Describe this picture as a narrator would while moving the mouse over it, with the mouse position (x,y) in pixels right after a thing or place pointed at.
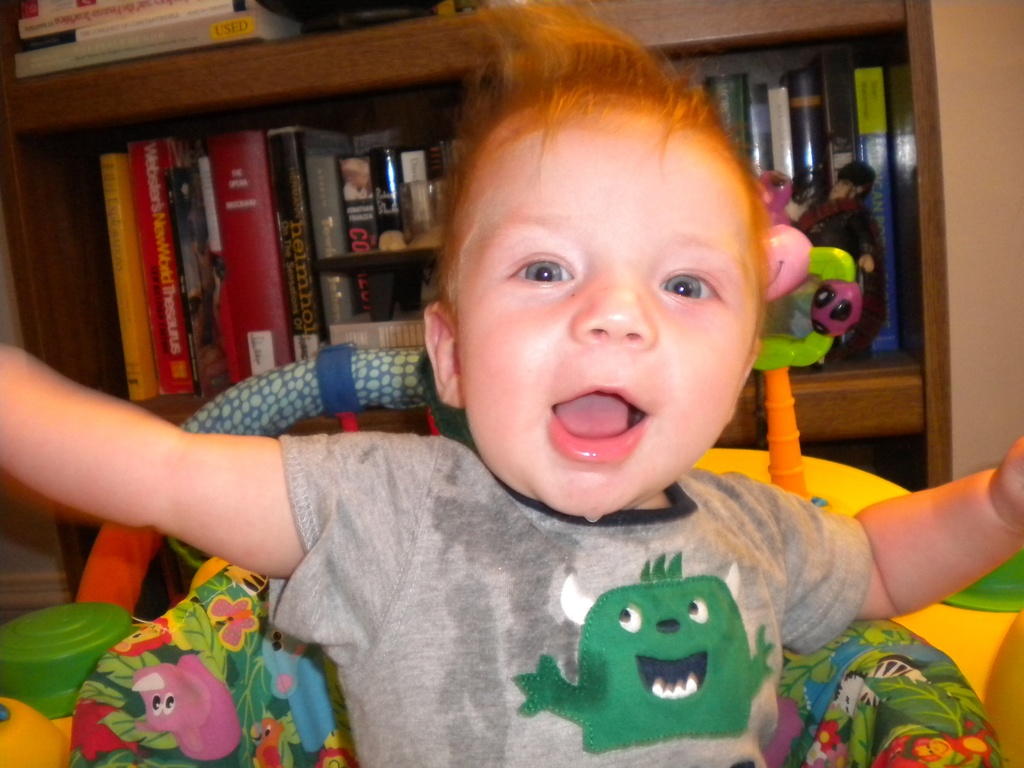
In this image there is a child (569,409) truncated towards the bottom of the image (594,658), the child (285,625) is sitting on a chair (271,709), there is shelf (296,60) truncated, there are books (299,205) on the shelves (448,42), at the background of the image (971,116) there is the wall (1001,251) truncated.
